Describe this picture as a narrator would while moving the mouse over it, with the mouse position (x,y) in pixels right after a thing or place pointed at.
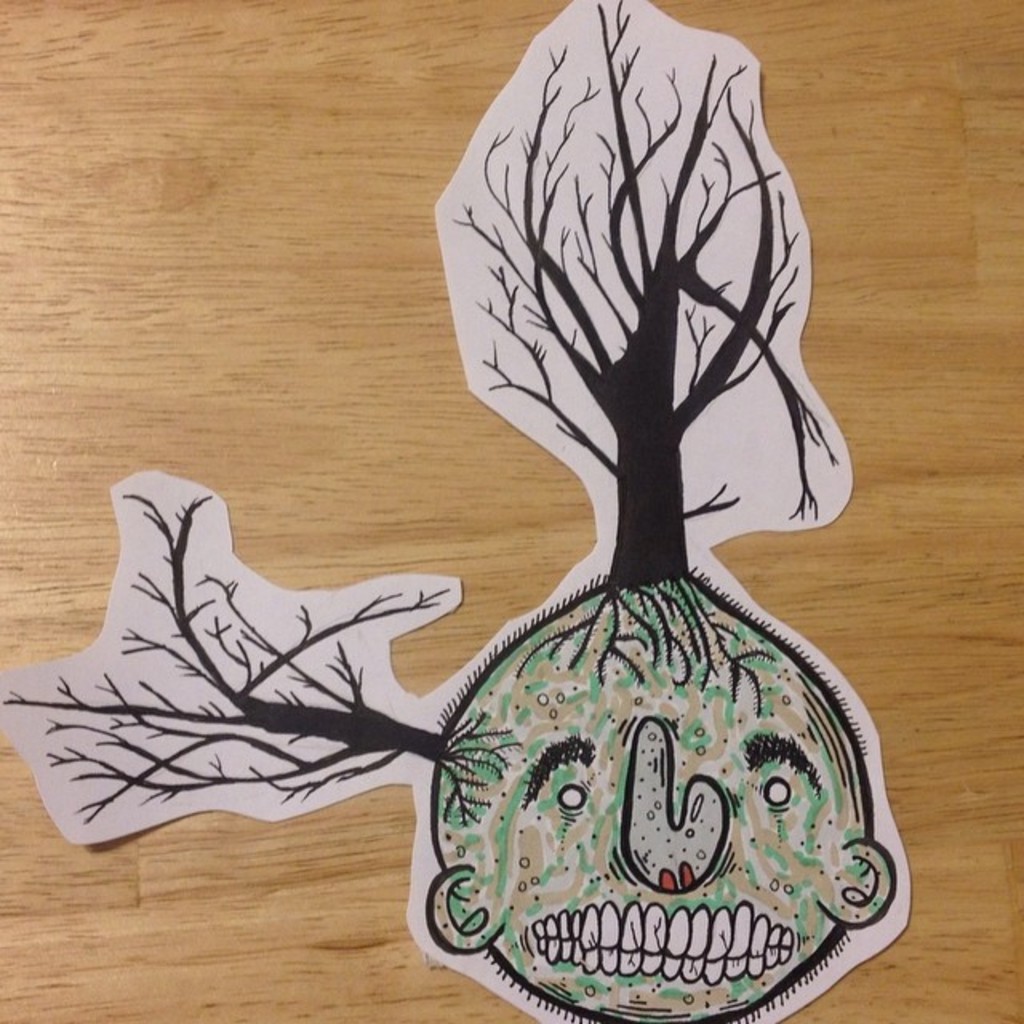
We can see paper craft (423,581) on the wooden surface (997,374) and we can see trees (628,347) and face (530,836).
